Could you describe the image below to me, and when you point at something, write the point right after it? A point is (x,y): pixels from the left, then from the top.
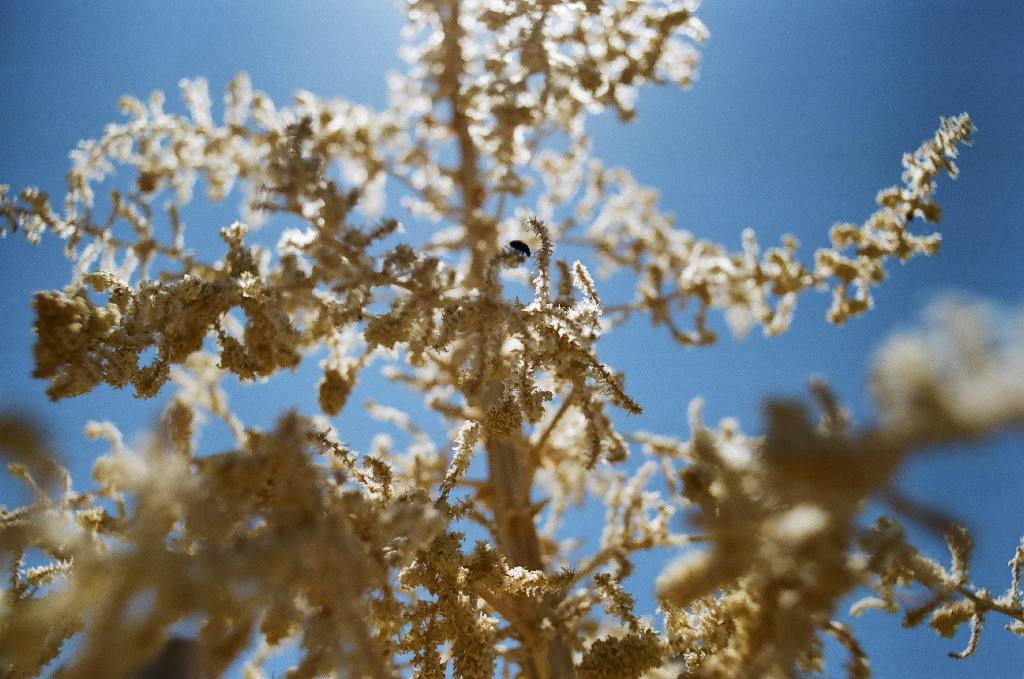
In this image there is a plant (692,448), and in the background (152,63) there is sky (117,86).
